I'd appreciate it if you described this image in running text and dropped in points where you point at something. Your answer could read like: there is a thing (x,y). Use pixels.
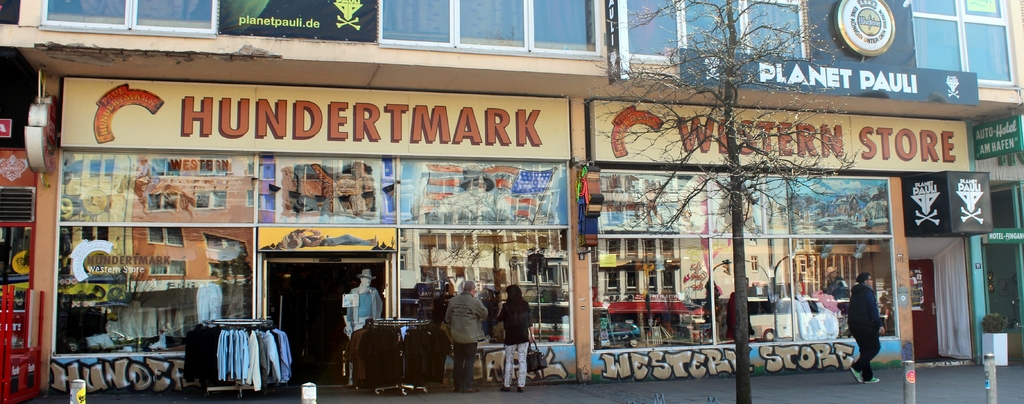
In the center of the image (579,214) we can see a building (584,299), wall (482,59), curtain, one tree (734,147), glass (652,46), boards (718,58) with some text (534,133), few people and a few other objects (286,352).
